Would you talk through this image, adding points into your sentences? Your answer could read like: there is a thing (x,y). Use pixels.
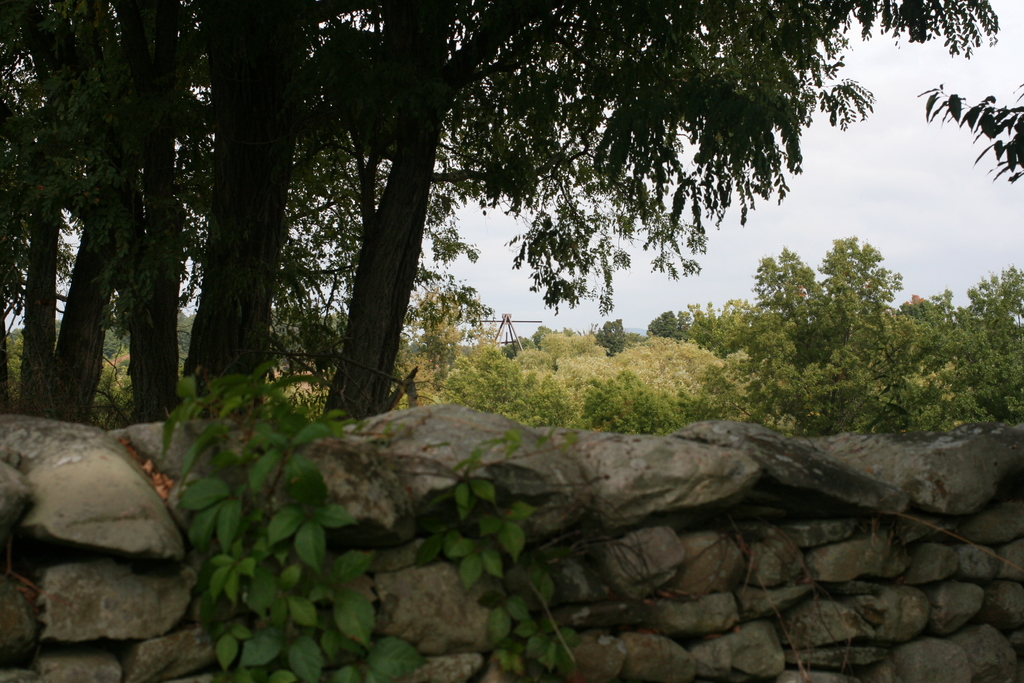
In the foreground of the image (223,577) we can see some plants (223,577) and a stone wall (630,562). In the background (402,357), we can see a group of trees (648,373), metal poles (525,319) and the sky (904,213).
